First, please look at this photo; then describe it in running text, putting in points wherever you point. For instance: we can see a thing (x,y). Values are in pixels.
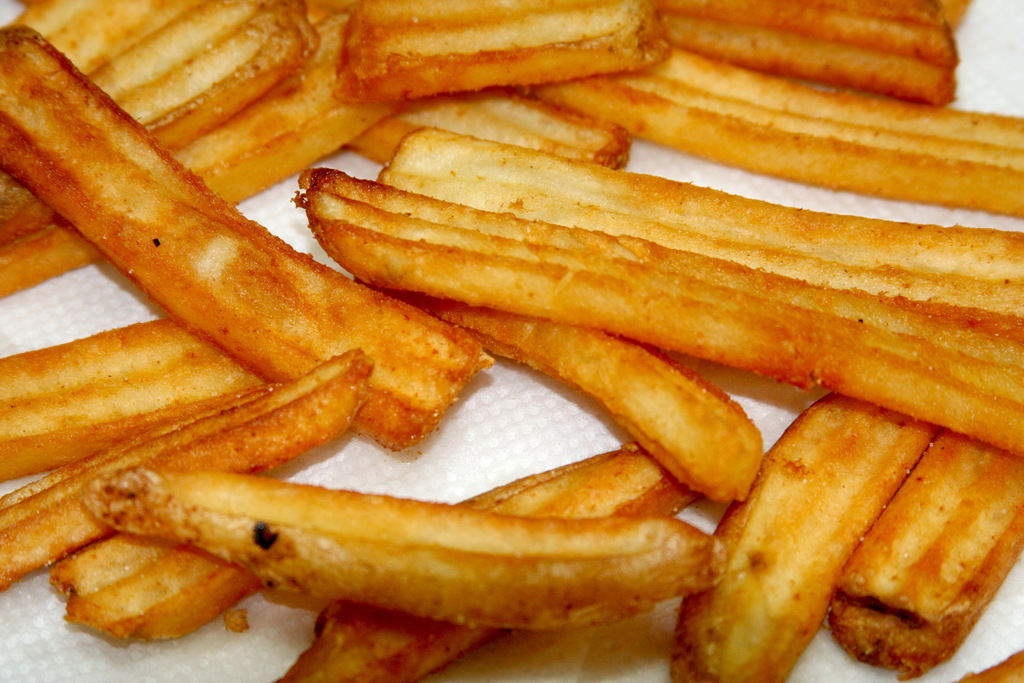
In this picture I can observe french fries (430,356) which are in brown color. These fries (213,304) are placed on the tissue (468,432) which is in white color.
